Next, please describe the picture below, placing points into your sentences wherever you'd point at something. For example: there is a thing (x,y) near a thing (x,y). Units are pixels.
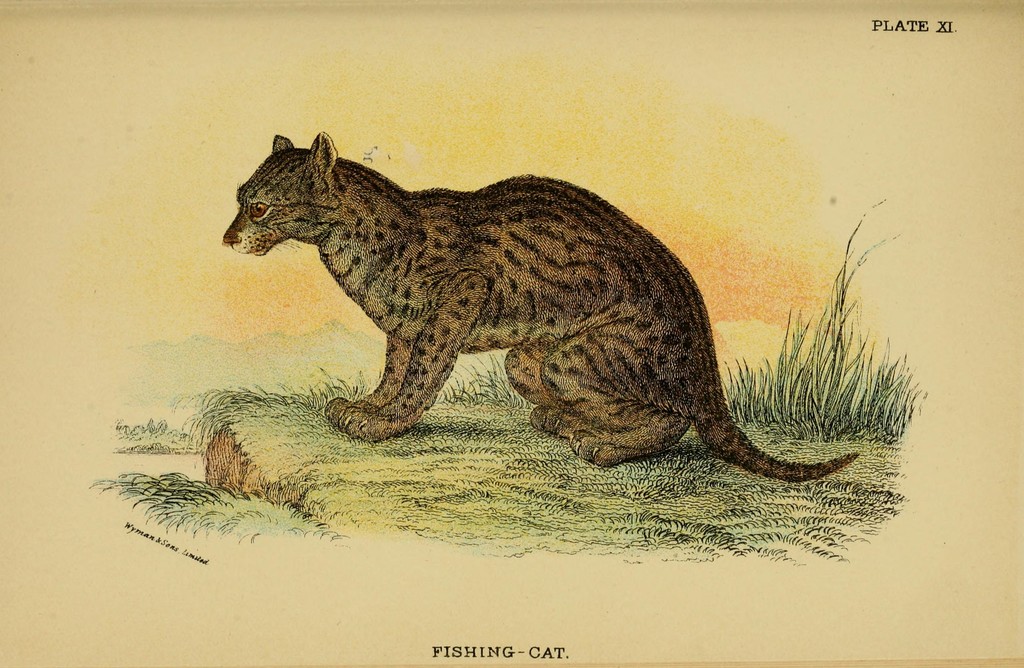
This is a poster (567,467), in this poster (514,449) we can see a cat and grass (321,462).
